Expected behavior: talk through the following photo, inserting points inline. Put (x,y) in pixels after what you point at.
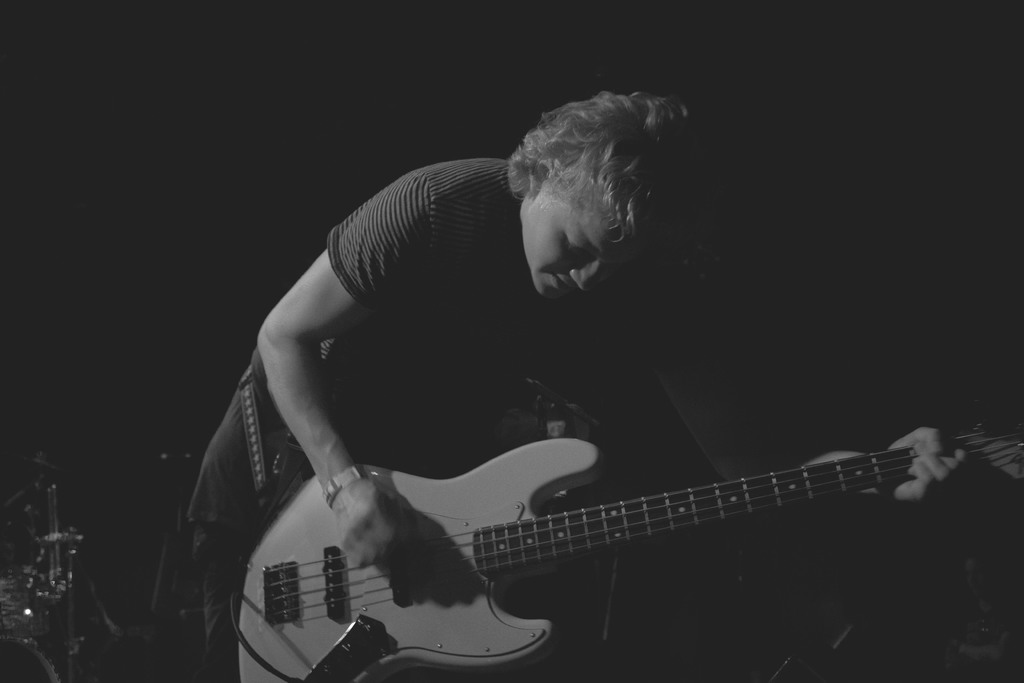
As we can see in the image there is a woman (524,201) dressed in dark color. She is holding a guitar (496,547).
